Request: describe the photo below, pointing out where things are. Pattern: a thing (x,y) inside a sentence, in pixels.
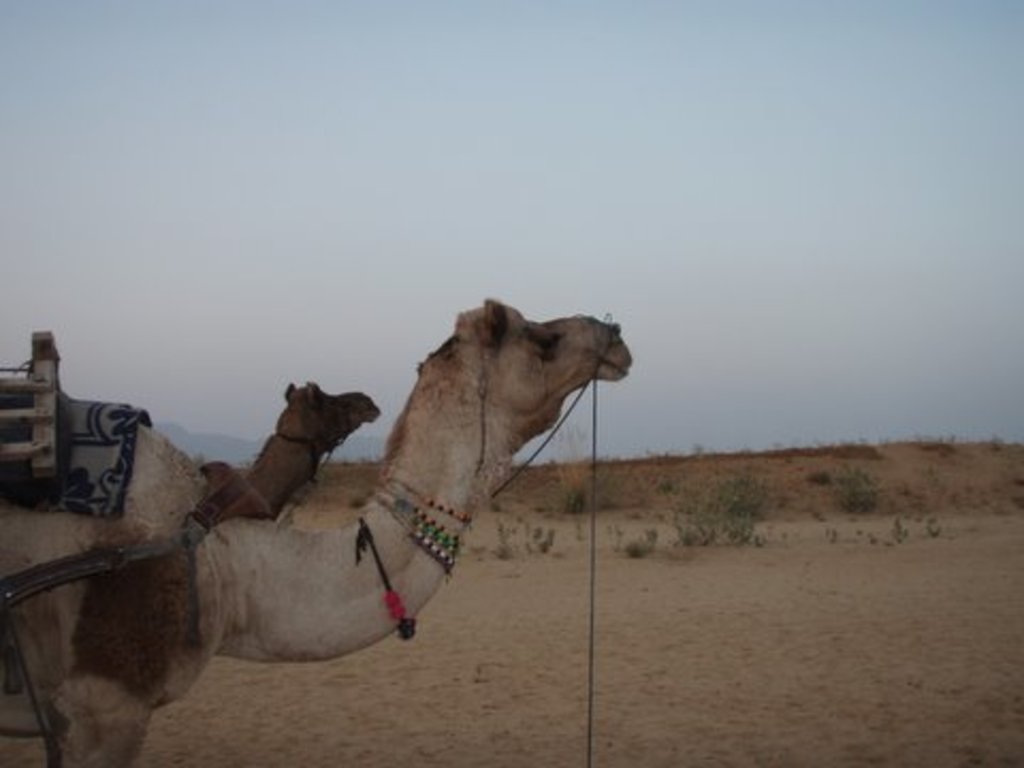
In this image I can see few animals (306,650) in cream and brown color. Background (831,208) I can see the plants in green color and the sky (535,210) is in blue color.
